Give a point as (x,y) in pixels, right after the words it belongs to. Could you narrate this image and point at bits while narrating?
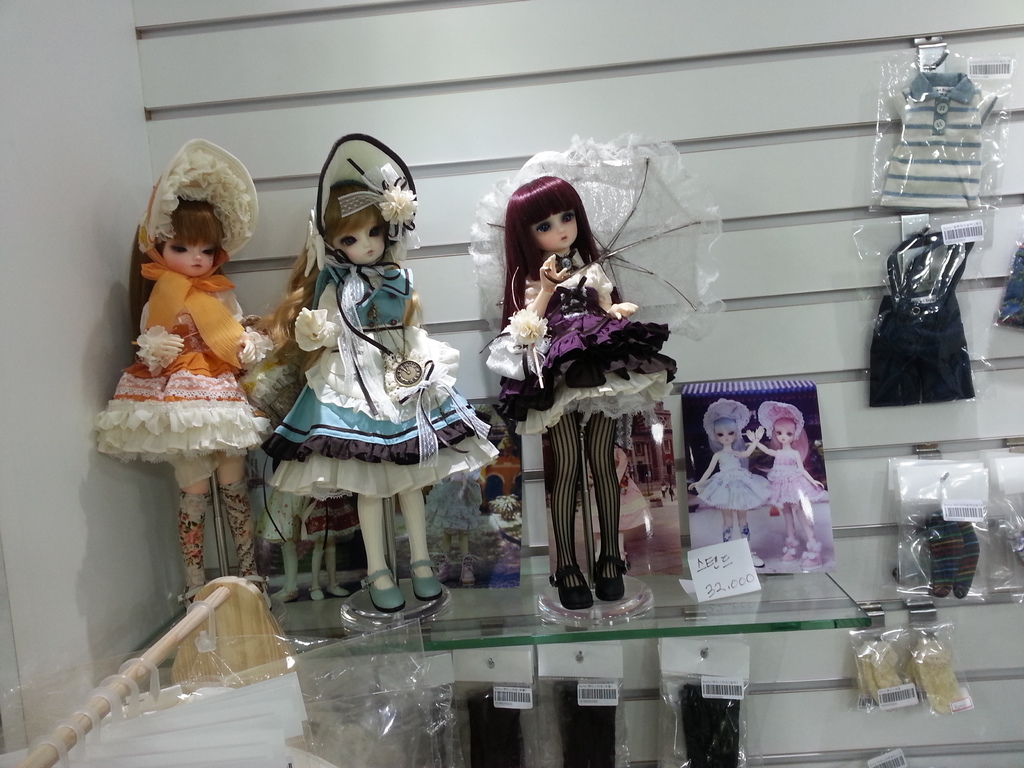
In this picture we can see hangers (158,690) hanged to a wooden pole (184,637), socks (727,744), stickers (517,687), plastic covers (940,268), clothes (939,341), toys (364,314), photos (652,469), price card (734,577), glass (713,616) and some objects (617,611) and in the background (302,137) we can see walls (339,107).
